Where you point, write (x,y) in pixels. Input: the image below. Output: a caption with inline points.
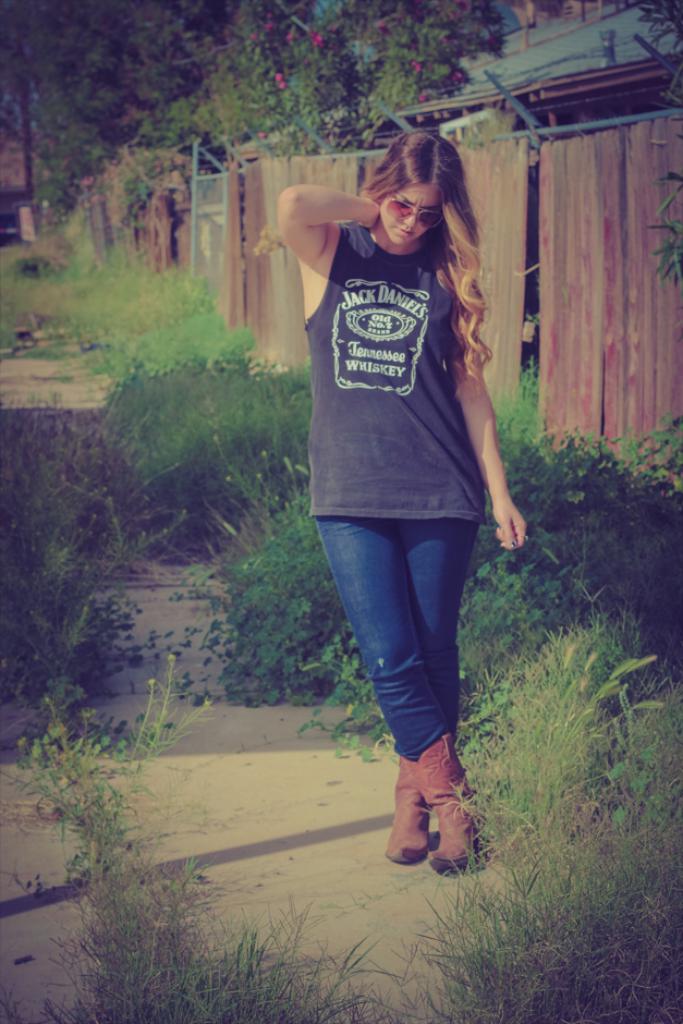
In this image there is a girl (337,433) standing on the ground (541,669) beside her there is a building (424,108), trees (358,10) in front of a wooden fence (649,364).
